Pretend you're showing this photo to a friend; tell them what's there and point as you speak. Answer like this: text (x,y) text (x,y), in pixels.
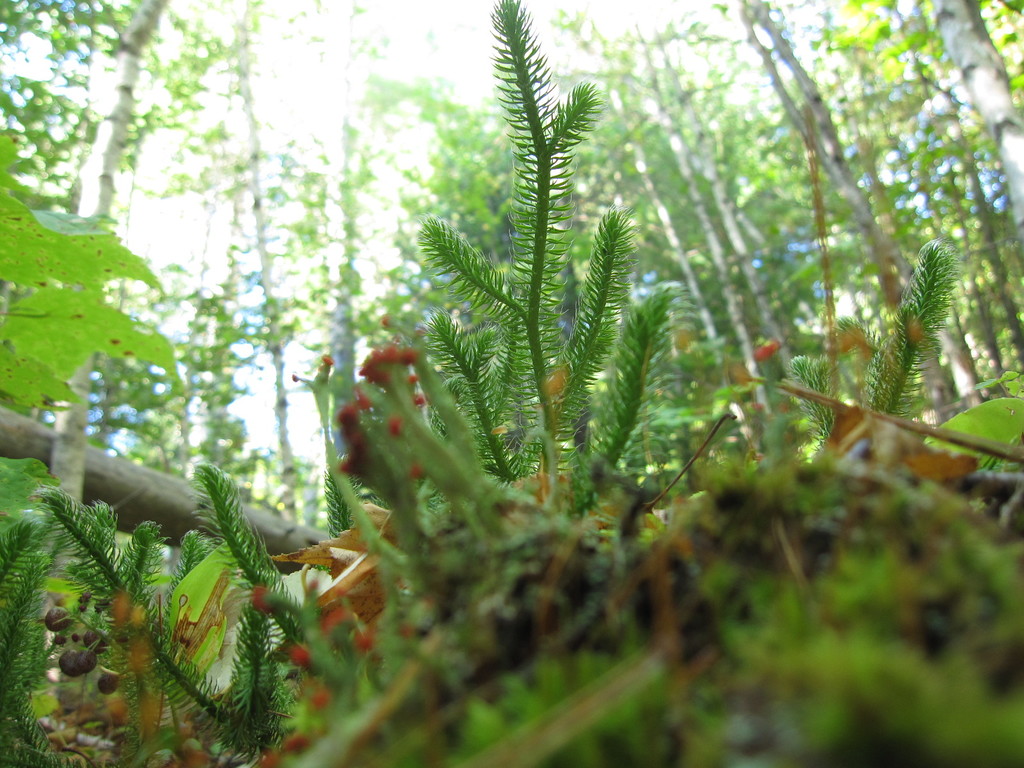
In this picture, we see plants (332,469) which have flowers (390,370). These flowers (373,375) are in red color. In the background (284,474), there are trees (879,85). At the bottom of the picture (741,687), it is blurred.
